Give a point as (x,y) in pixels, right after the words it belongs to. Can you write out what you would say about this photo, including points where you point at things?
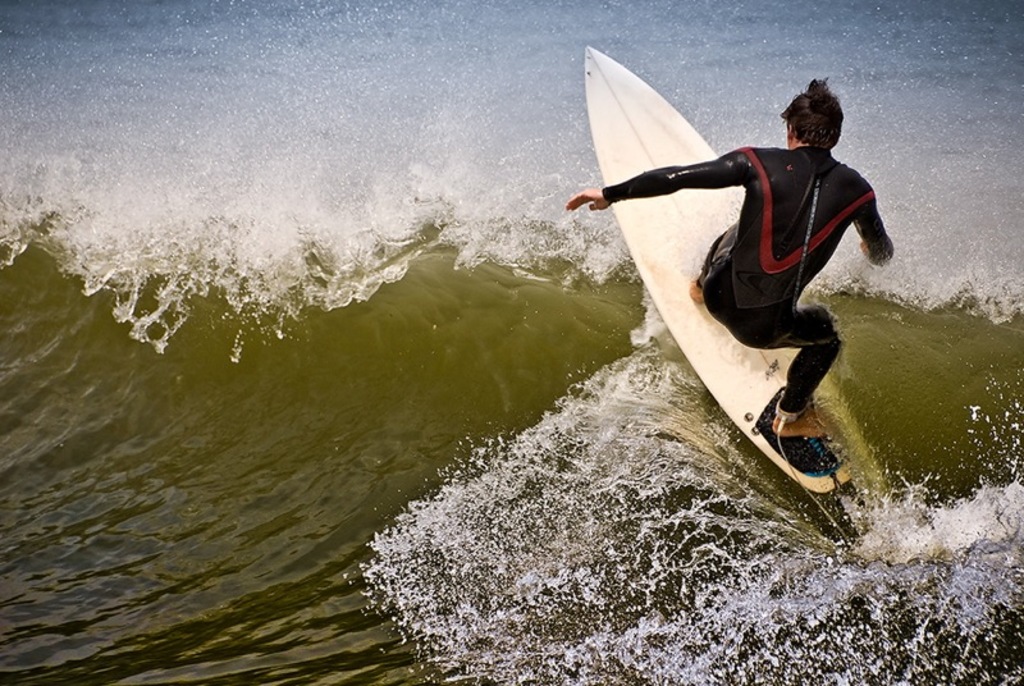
A man (856,186) is surfing in the water (824,393), he wore black color dress (774,249).
